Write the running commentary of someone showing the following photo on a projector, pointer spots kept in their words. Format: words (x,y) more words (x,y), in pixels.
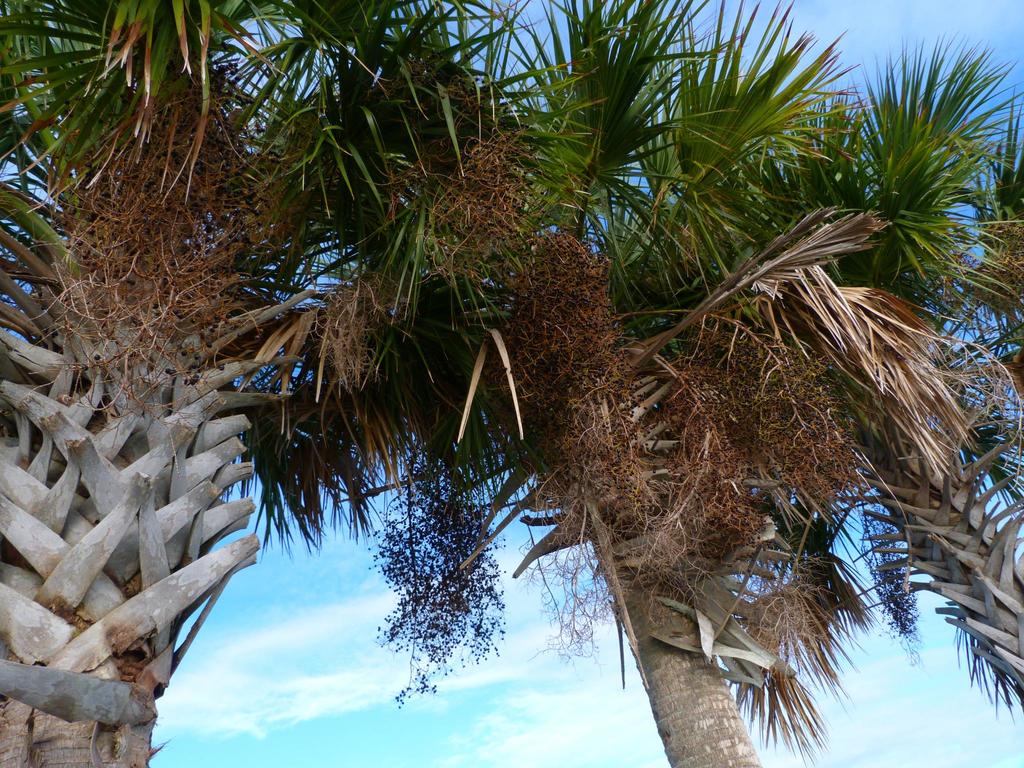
In the image we can see there are trees (471,449) and there is a cloudy sky (567,554).
